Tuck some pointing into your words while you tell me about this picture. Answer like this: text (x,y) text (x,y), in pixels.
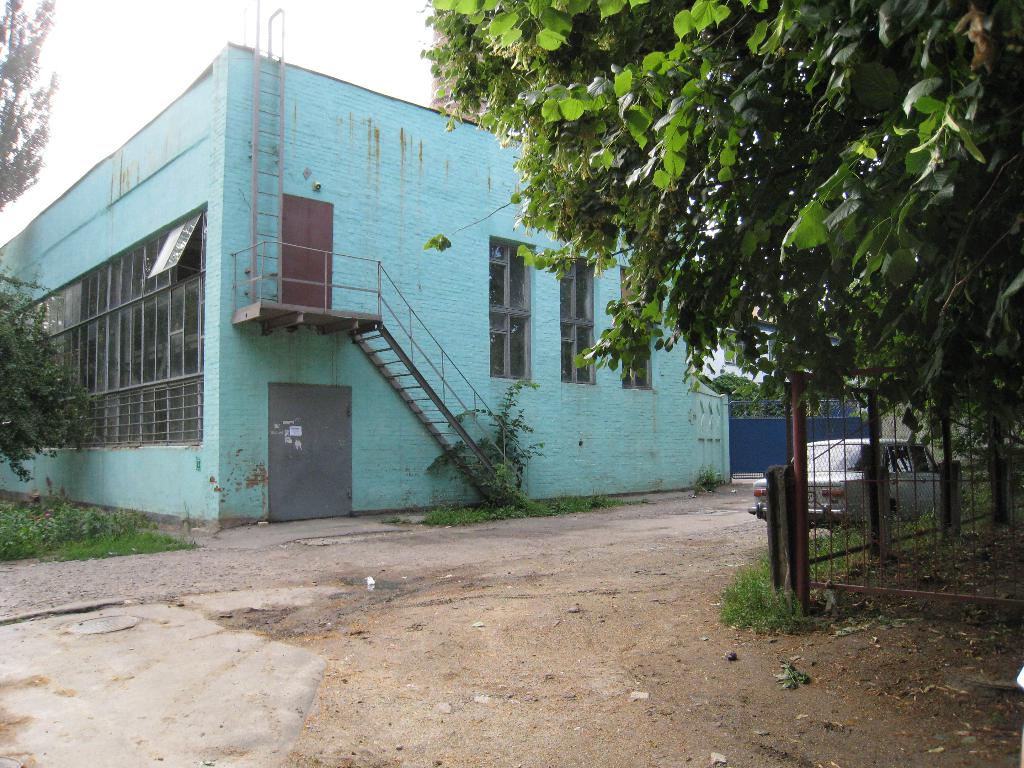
In this image I can see the house (202,242) which is in blue color. I can see the stairs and windows (569,288) to the house (446,191). To the right (837,495) there is a car (827,480) on the ground (605,573). I can also see the railing (805,510). There are many trees (536,158) and the white sky (124,62) in the back (308,31).
